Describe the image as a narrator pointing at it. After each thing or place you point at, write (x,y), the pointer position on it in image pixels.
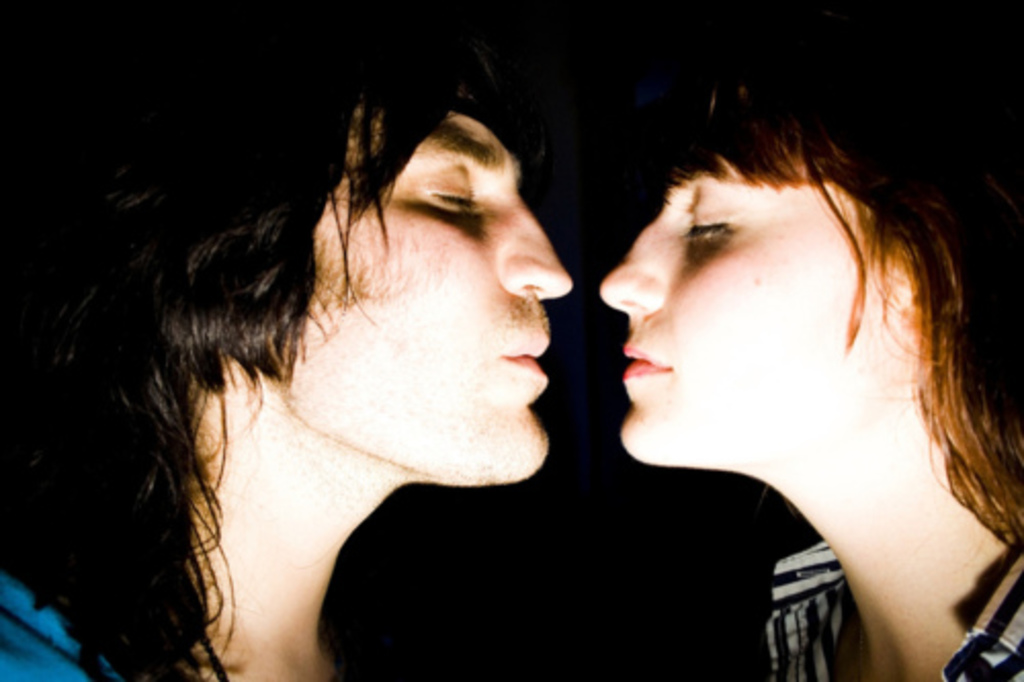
In this image we can see two persons (911,500) wearing dress (41,638).
